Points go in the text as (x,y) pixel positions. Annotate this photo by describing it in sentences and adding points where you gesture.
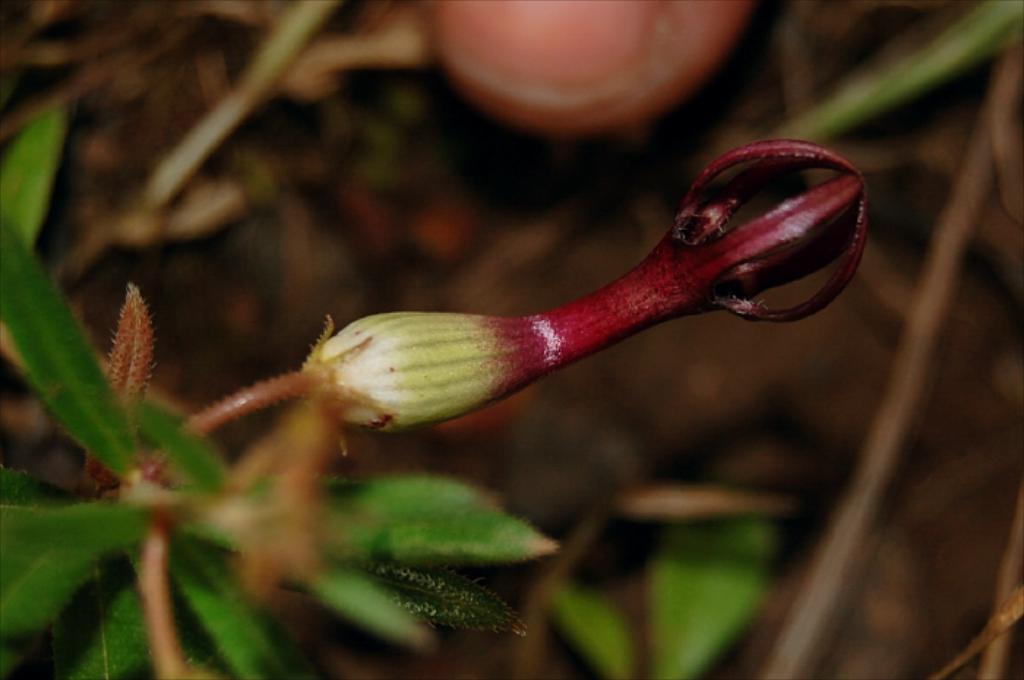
In this image I can see a plant (263,551) along with the leaves (382,492) and a bud (597,327). At the top of the image (557,44) there is an object (557,44) which seems to be a finger (522,88). The background (580,464) is blurred.
